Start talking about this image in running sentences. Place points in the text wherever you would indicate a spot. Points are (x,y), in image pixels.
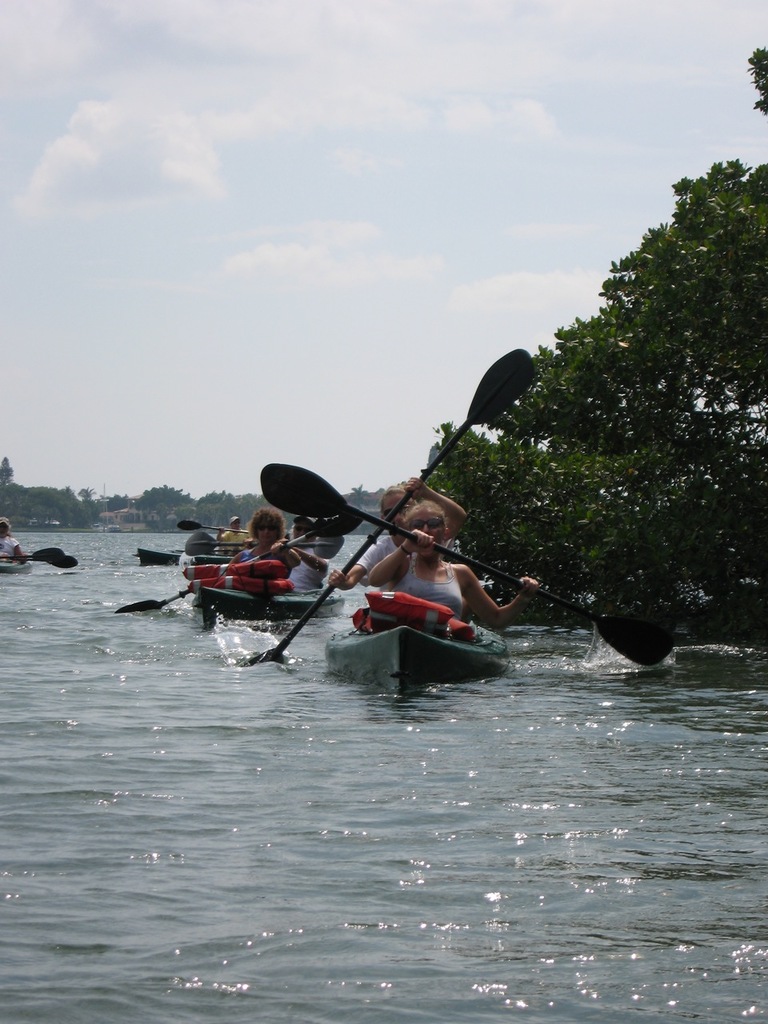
At the top of the picture (259,251) we can see sky (324,303) with clouds (258,263) and it seems like a sunny day. This is a tree (612,565). this is a river (436,853) with water (413,723). We can see few persons (494,617) sitting on the boat (491,646) and riding it with paddles (325,514). On the background of the picture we can see trees (217,513).
